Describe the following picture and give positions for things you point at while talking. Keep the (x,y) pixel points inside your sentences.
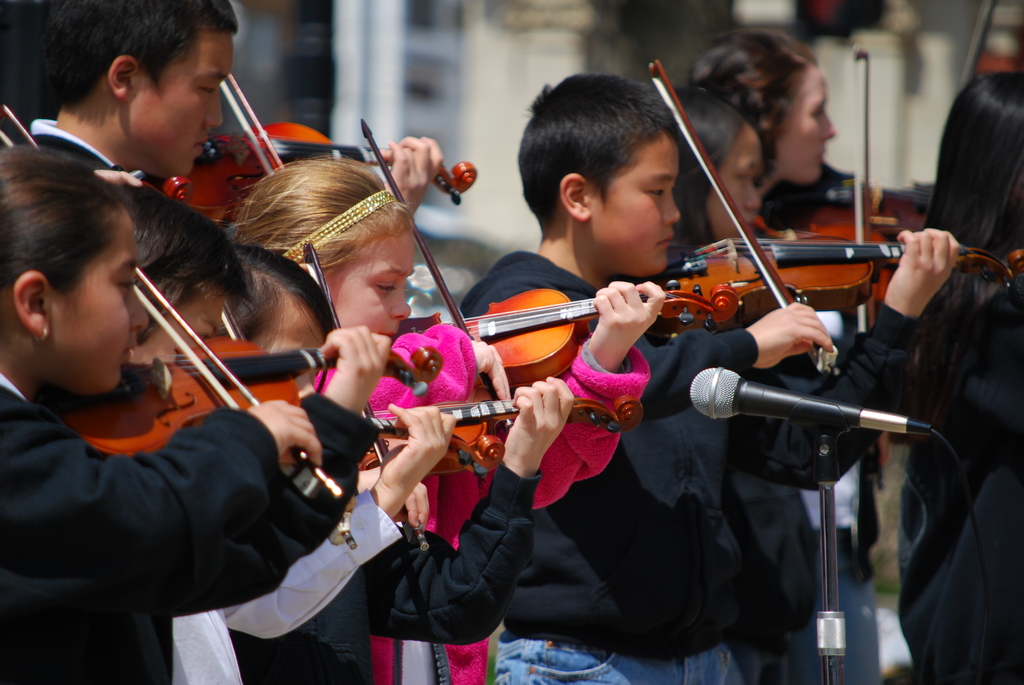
Group of people (402,196) standing and playing musical instrument (824,226), in front of these people (663,413) we can see microphone (852,420) with stand (838,639).
